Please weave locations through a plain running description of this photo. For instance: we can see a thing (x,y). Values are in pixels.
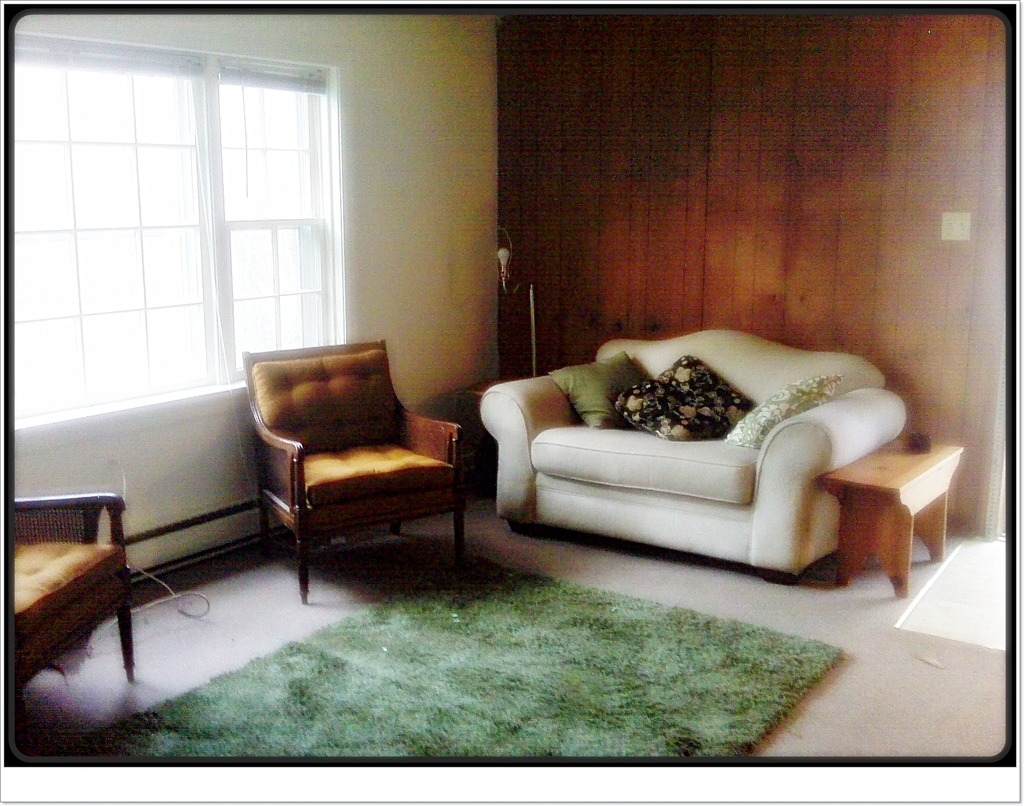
In this image I see a sofa set (325,378), a table (845,523), a window (25,111), a carpet (669,690) and the wall (433,231).
